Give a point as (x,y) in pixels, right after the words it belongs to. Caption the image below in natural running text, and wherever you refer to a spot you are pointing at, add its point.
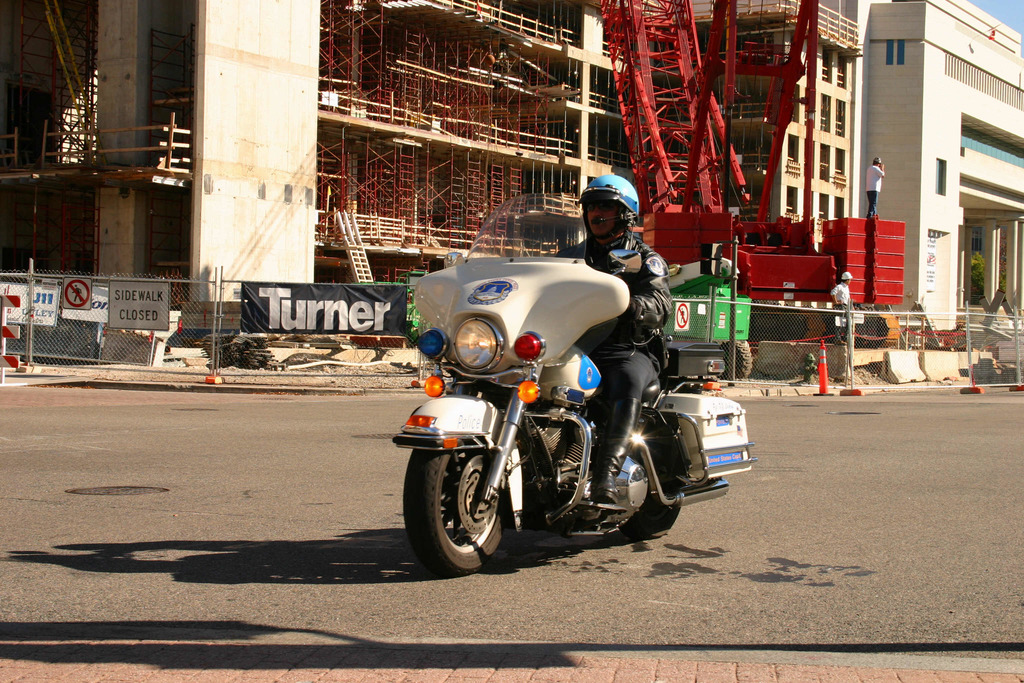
In this image there are people (871,203) railing (792,315), boards (159,297), banner (280,302), buildings (427,182), vehicle (497,341), road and objects (679,221). Something is written on the boards (147,305) and banner (343,305). A person (620,322) is riding a motorbike (562,323) and wearing a helmet (619,182).
